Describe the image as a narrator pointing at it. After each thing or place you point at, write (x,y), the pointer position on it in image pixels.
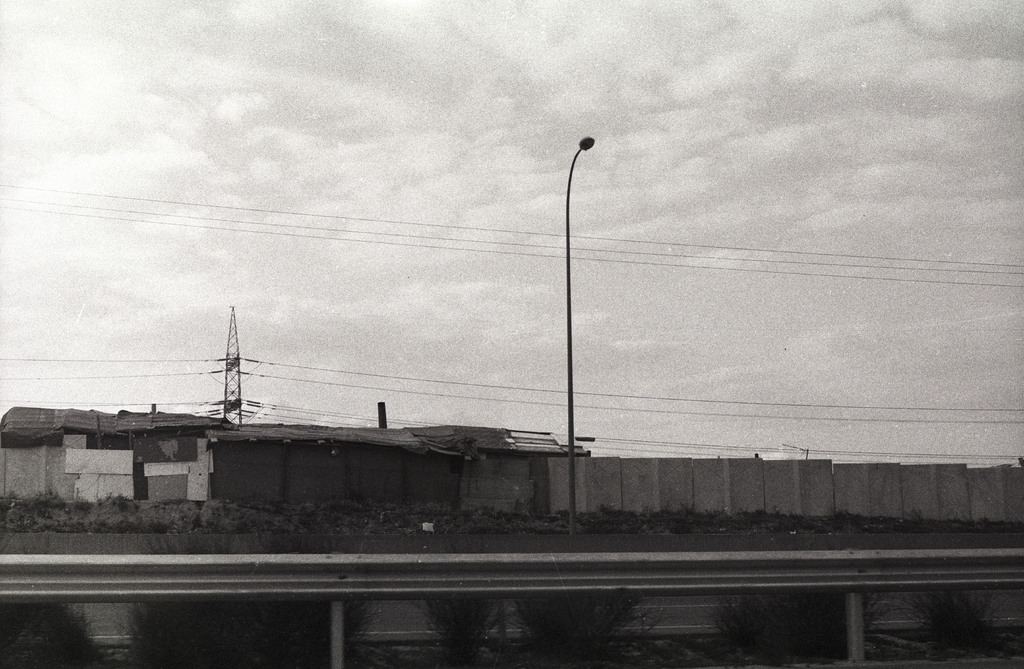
In this image we can see some houses (227,479), one wall (944,492), one light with pole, one antenna (229,400) with wires (341,226), one road (959,544), some objects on the surface (868,614), one fence (503,557) with poles (860,632), some plants (207,627), some bushes (555,513) and grass (74,518) on the surface (411,662). At the top (571,97) there is the sky (438,272).
